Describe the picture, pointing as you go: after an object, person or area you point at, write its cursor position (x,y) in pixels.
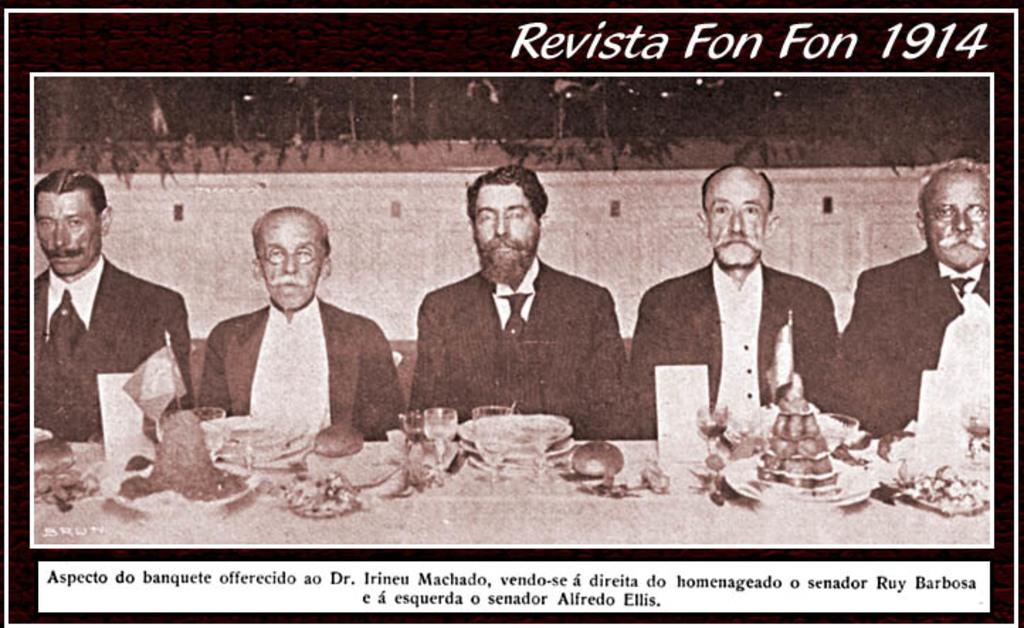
In this image I can see a picture of 5 men (293,298) wearing black colored blazers (574,318) are sitting on chairs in front of a table (499,527). On the table (542,502) I can see few glasses (491,411), few plates (181,509) and few other food items (790,449). I can see few words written on the top (651,49) and bottom of the image (456,572).
